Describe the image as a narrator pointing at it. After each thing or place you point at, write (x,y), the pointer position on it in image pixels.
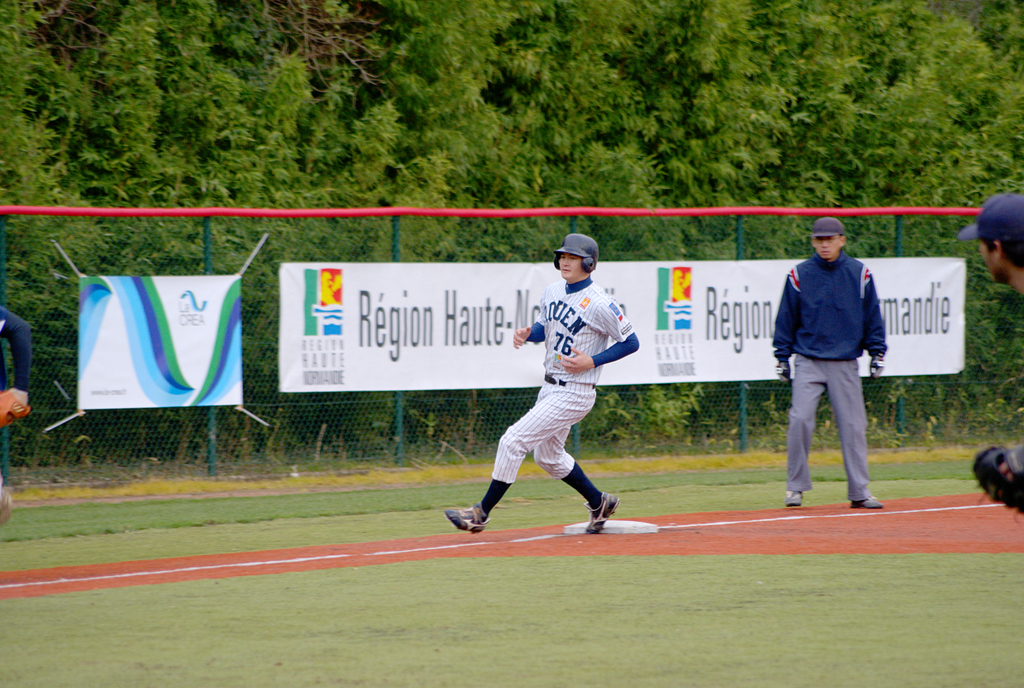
In this image there are persons (594,292) standing and running. In the background (283,310) there are banners (214,344) with some text (417,317) written on it and there is a fence (428,243) and there are trees (484,127).
